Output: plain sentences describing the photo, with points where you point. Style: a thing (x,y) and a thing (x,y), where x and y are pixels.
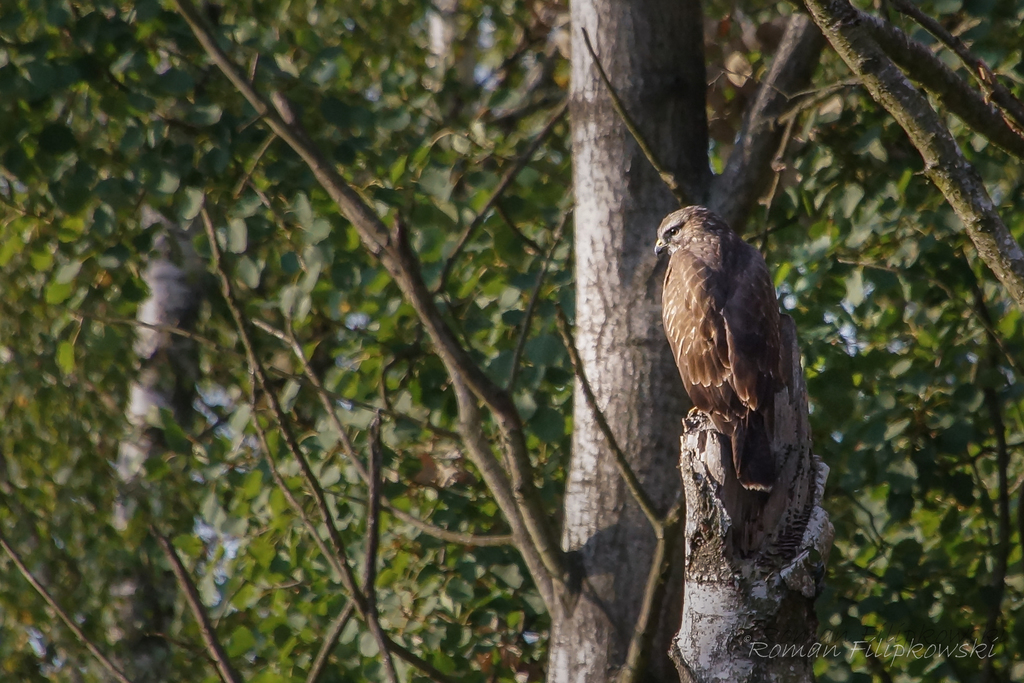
It is a zoom in picture of a bird (703,294) present on the bark (701,505) of a tree (731,471). At the bottom (949,652) there is logo (870,652).
